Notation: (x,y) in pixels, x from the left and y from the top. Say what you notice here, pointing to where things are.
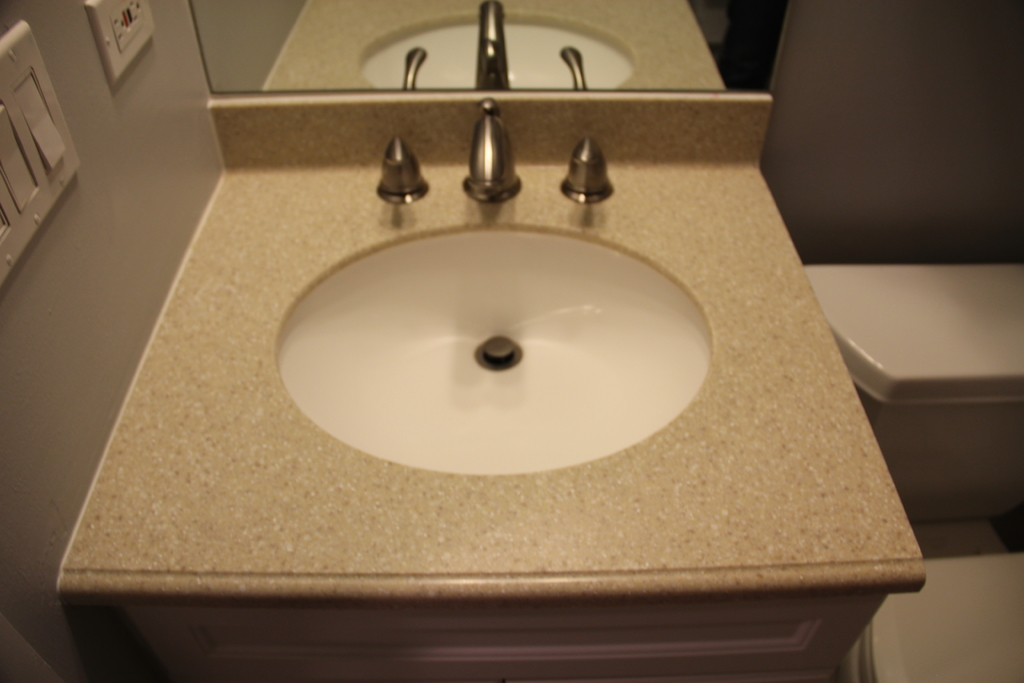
In this picture we can see a wash basin (629,428), tap (483,121), switches (20,238), flush tank (942,456), and a commode (920,631). There is a mirror (512,76). In the mirror (598,75) we can see the reflection (580,22) of wash basin (580,42) and a tap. There is a wall (868,169).
